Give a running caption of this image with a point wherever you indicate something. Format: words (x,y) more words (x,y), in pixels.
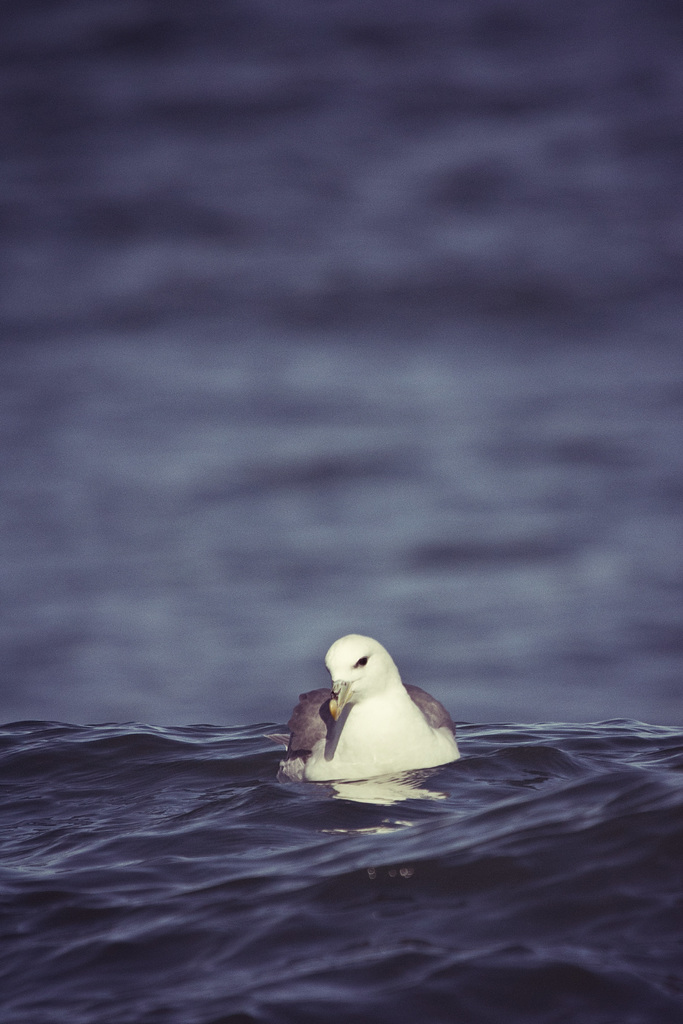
In this image I can see a bird (360,735) in the water (332,880). The background (417,514) is blurred.
